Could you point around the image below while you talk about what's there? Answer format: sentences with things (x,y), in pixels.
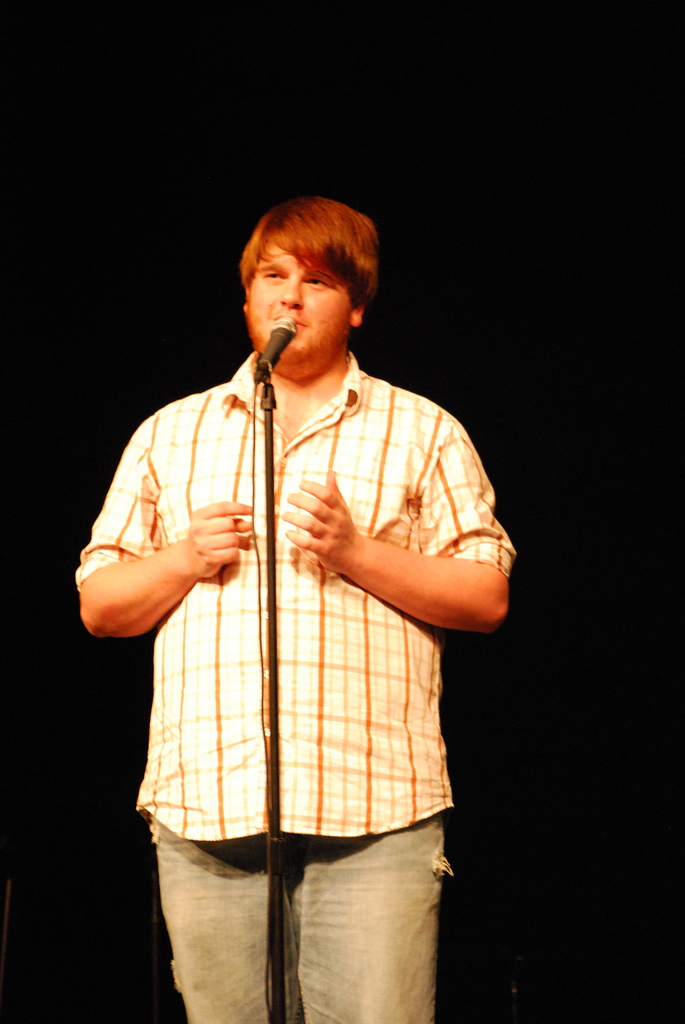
This picture is taken in the dark. I can see a person (441,635) standing in front of a mike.
